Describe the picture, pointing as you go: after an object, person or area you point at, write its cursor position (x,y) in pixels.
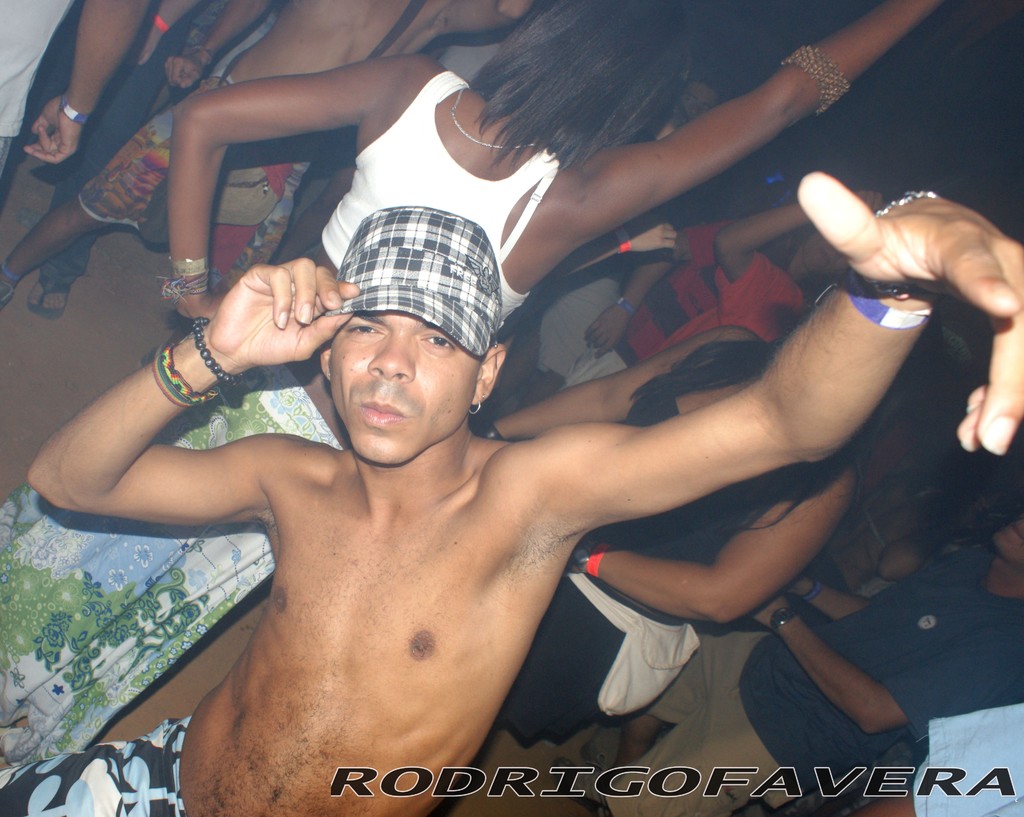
In the center of the image (590,468) we can see people (846,380). The man (198,741) standing in the center (342,369) is wearing a cap (485,285). At the bottom (349,794) we can see text (821,780).
